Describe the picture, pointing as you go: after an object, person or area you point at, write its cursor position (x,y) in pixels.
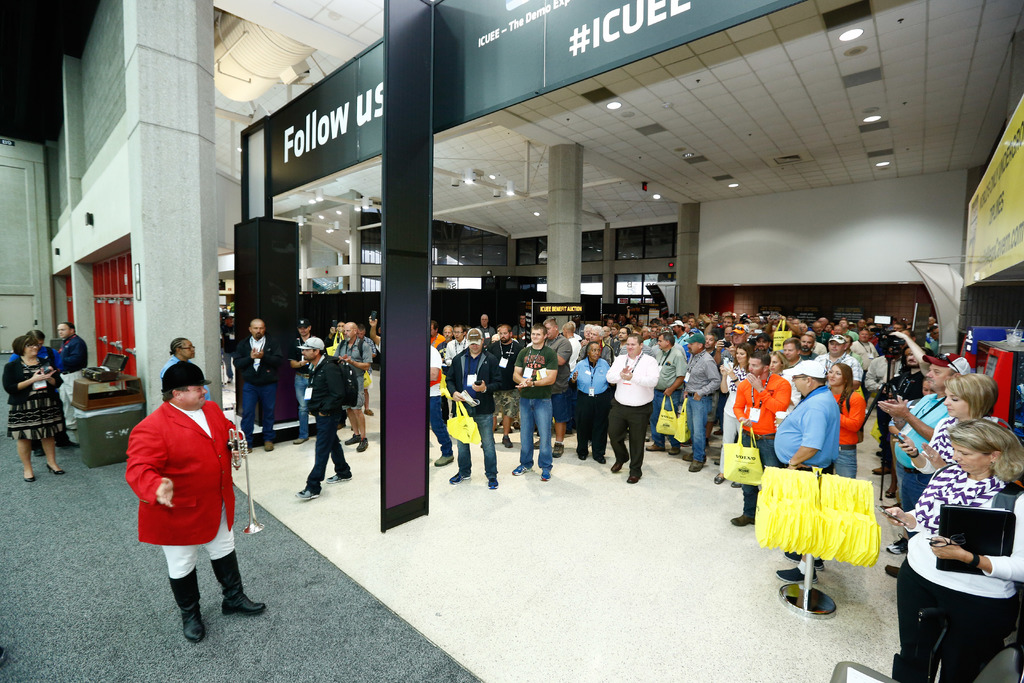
On the right side of the image (712,396) there are some group of people (692,427) standing, some are holding bags (754,473) in their hands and there is a stand (819,483) on the floor (833,618) and some bags (833,515) are hanging in the stand (781,591). On the left side of the image (157,477) there are a few people (152,484) standing on the carpet (365,656) on the floor (517,666). At the top of the image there are lights (844,41).
